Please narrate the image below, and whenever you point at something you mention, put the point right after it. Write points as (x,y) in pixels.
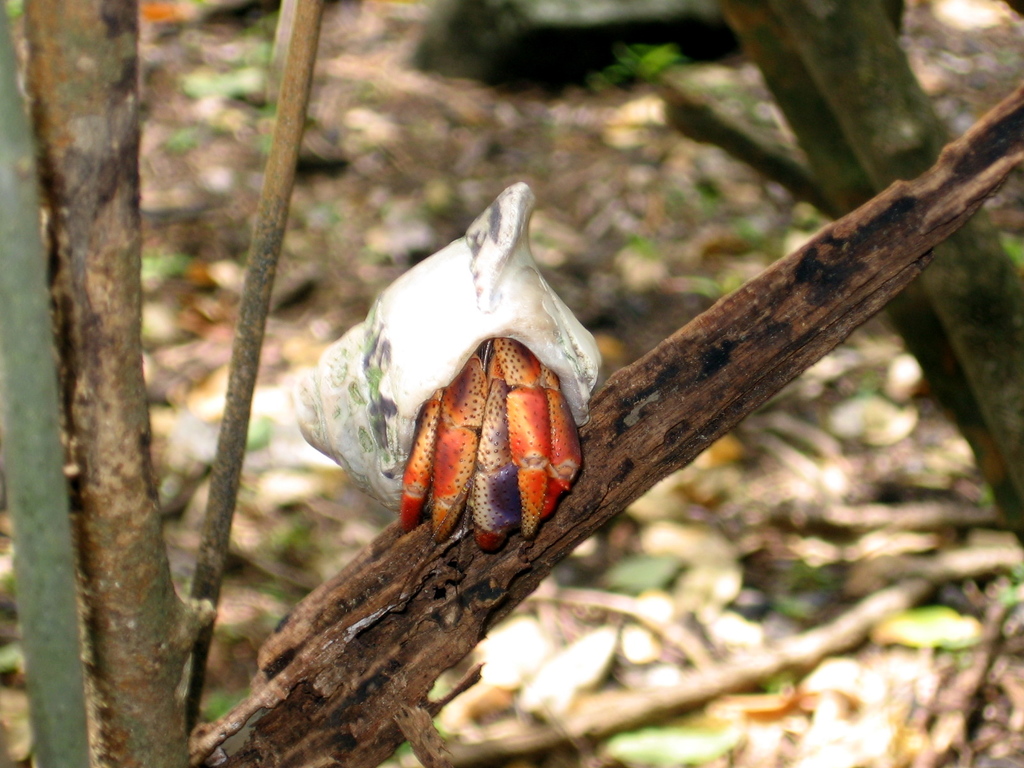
In this image there is a hermit crab (446,451) on the branch (358,634) of a tree (146,699). Right side (1011,341) there is a branch (981,329). Background (784,711) there is dry leaves (708,555) on the land (471,193).
